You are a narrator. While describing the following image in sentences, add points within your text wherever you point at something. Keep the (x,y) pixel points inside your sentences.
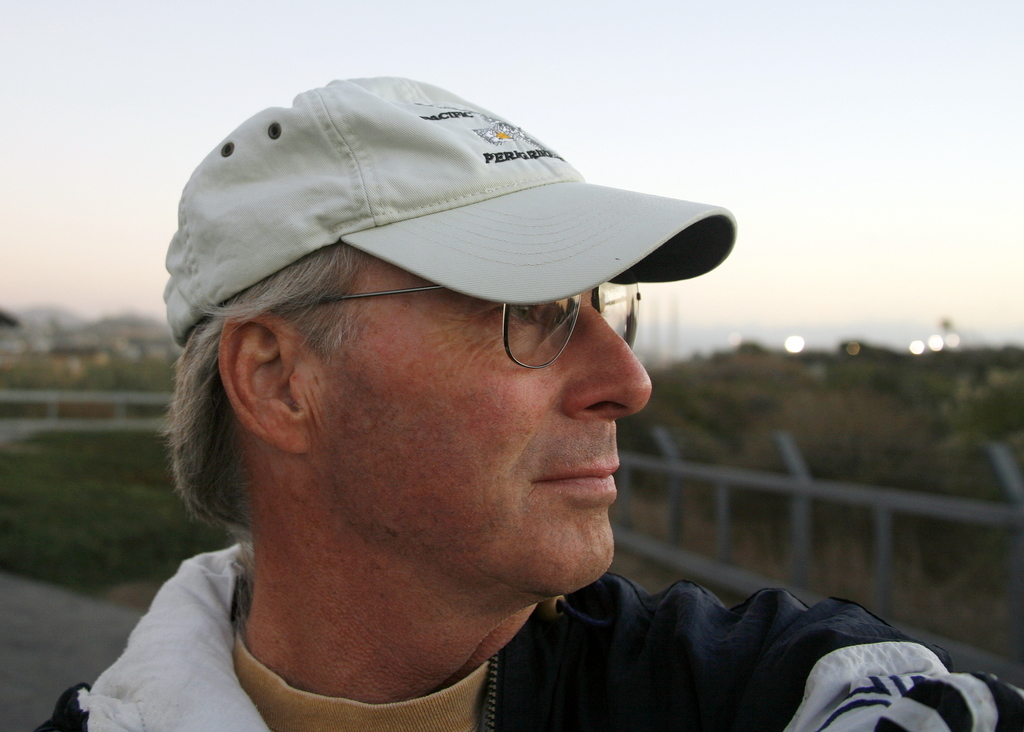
In the image there is an old (477,526) man in black jacket (631,677) and white cap (232,206) standing, behind him there is a fence (698,471) and on the background (765,406) it seems to be a hill (805,379) and above its sky (181,71).
